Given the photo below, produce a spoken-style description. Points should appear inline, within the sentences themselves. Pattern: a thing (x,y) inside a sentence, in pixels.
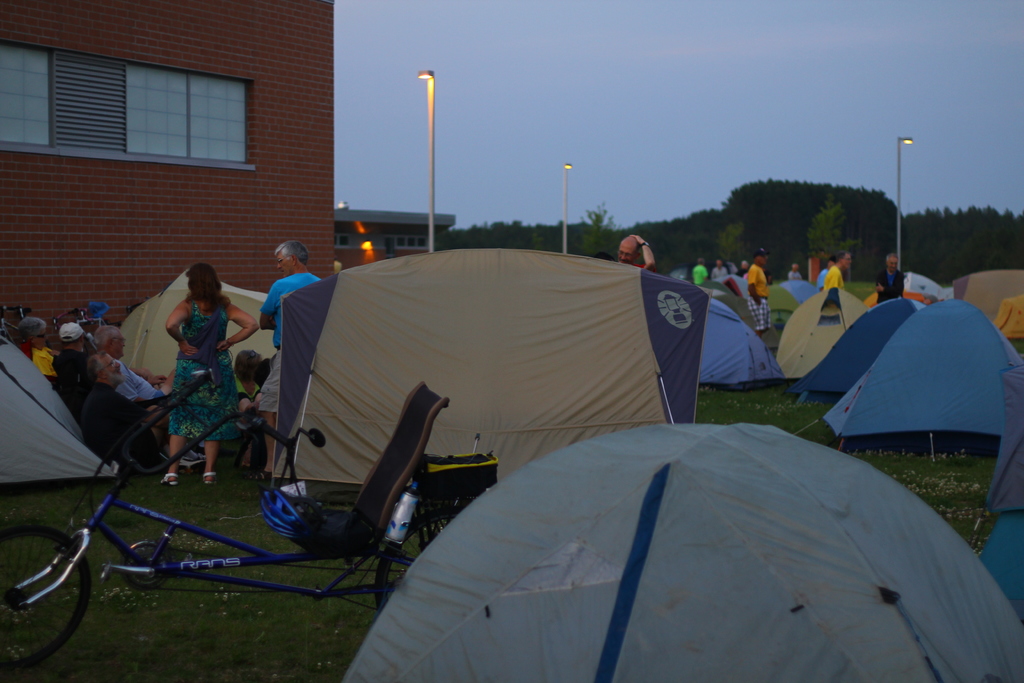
In this image we can see a few people (890,294), some of them are sitting, there are light poles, there are tents (593,498), houses (248,204), trees (716,223), there is a bicycle (344,575), a bottle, also we can see the sky (776,107).
